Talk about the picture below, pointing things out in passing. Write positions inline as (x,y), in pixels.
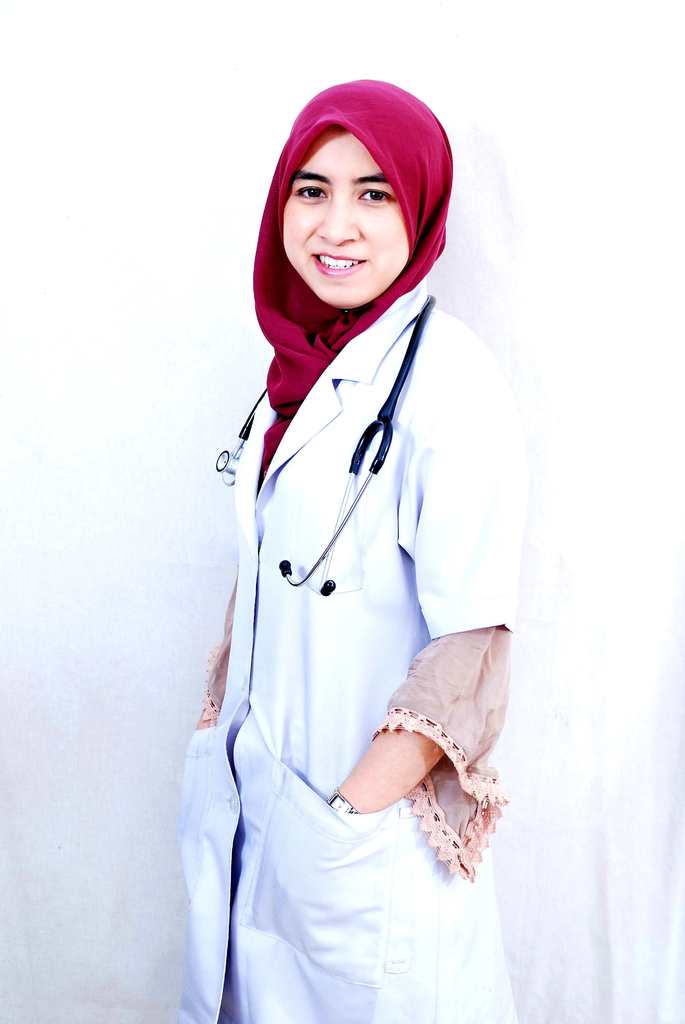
In this image there is a doctor (396,628) in the middle (307,568). She is wearing the white coat (341,668) and red color scarf (299,307). There is a stethoscope (236,458) on her shoulder (402,408).
